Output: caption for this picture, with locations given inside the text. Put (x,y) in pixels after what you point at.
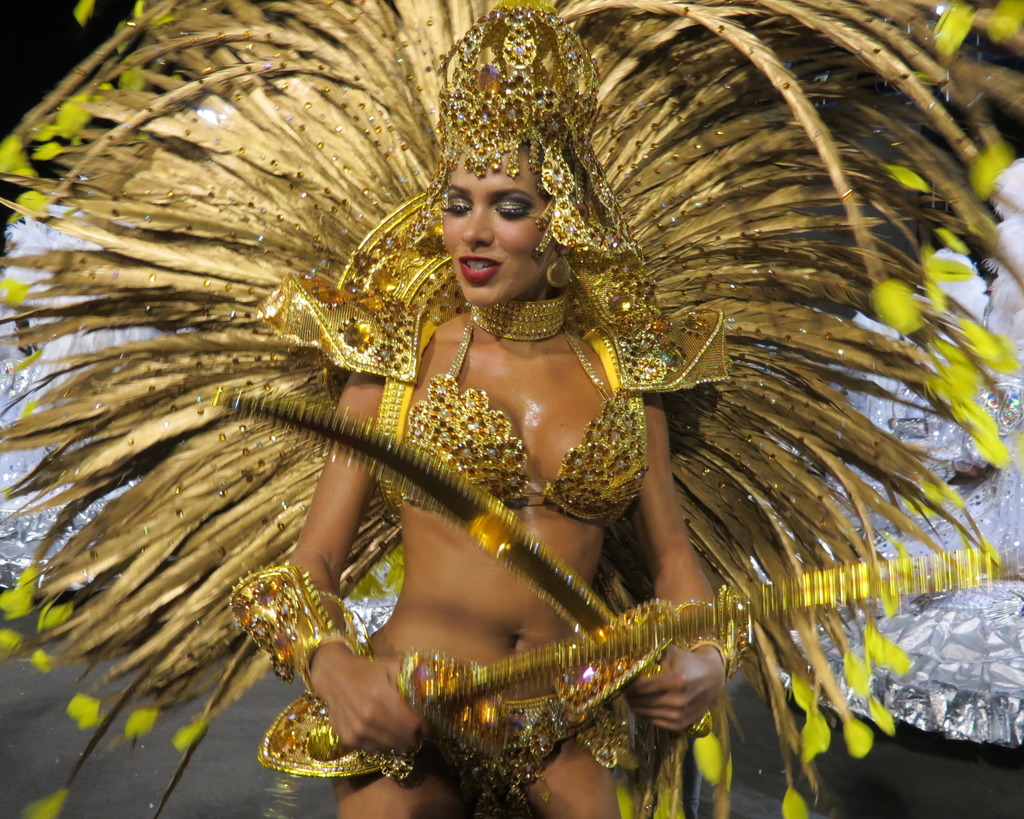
In this image we can see a woman (510,441) wearing a costume (419,302) and in the background (115,341), it looks like a curtain (1010,476).
